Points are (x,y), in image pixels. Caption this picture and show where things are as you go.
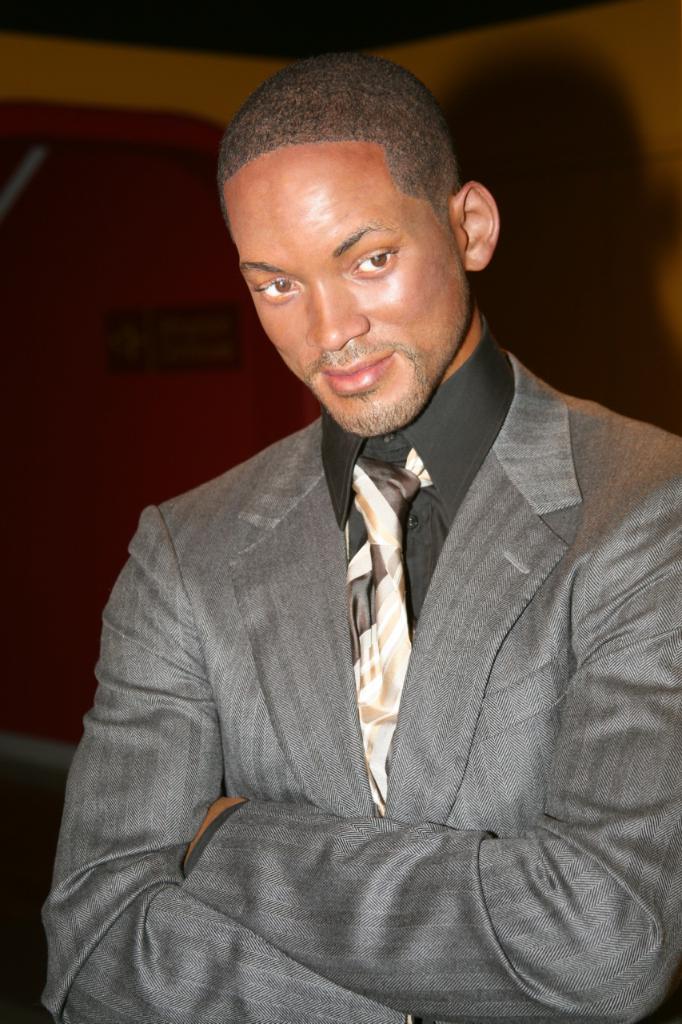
In this picture we can see a man (411,417), he is smiling.
